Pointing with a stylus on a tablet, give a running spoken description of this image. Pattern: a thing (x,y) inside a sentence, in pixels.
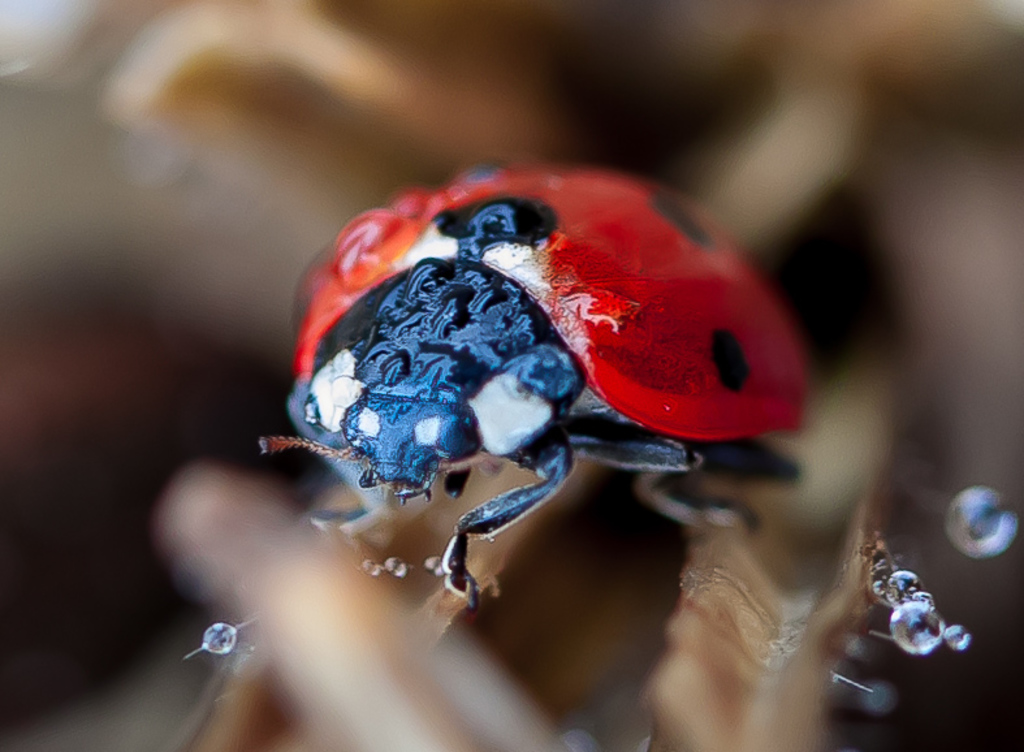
This image is taken outdoors. In this image the background (918,131) is a little blurred. In the middle of the image (510,354) there is a bug (440,365) on the stem (719,657) and there are a few water droplets (925,603). The bug (666,352) is red and black in colors.
